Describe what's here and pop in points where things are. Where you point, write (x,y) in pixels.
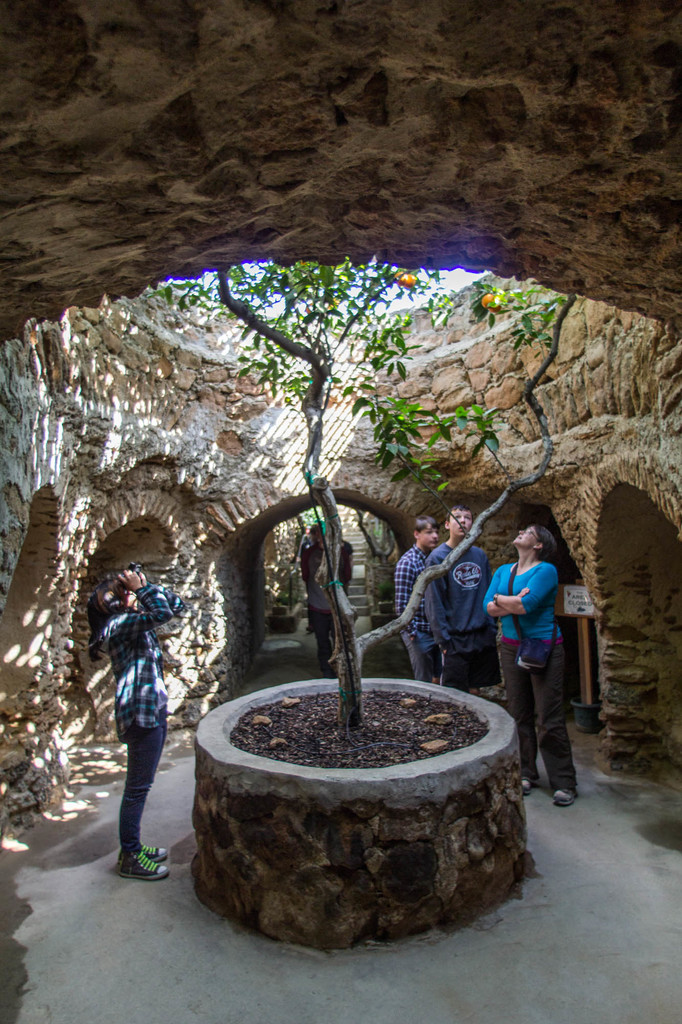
In the foreground of this image (419,462), there is a tree (419,472) in the middle (309,412). Around which, there are people (547,684) standing and also we can see arches (415,507) to the stone wall (131,466). At the top (363,113), there is stone wall (465,116).
